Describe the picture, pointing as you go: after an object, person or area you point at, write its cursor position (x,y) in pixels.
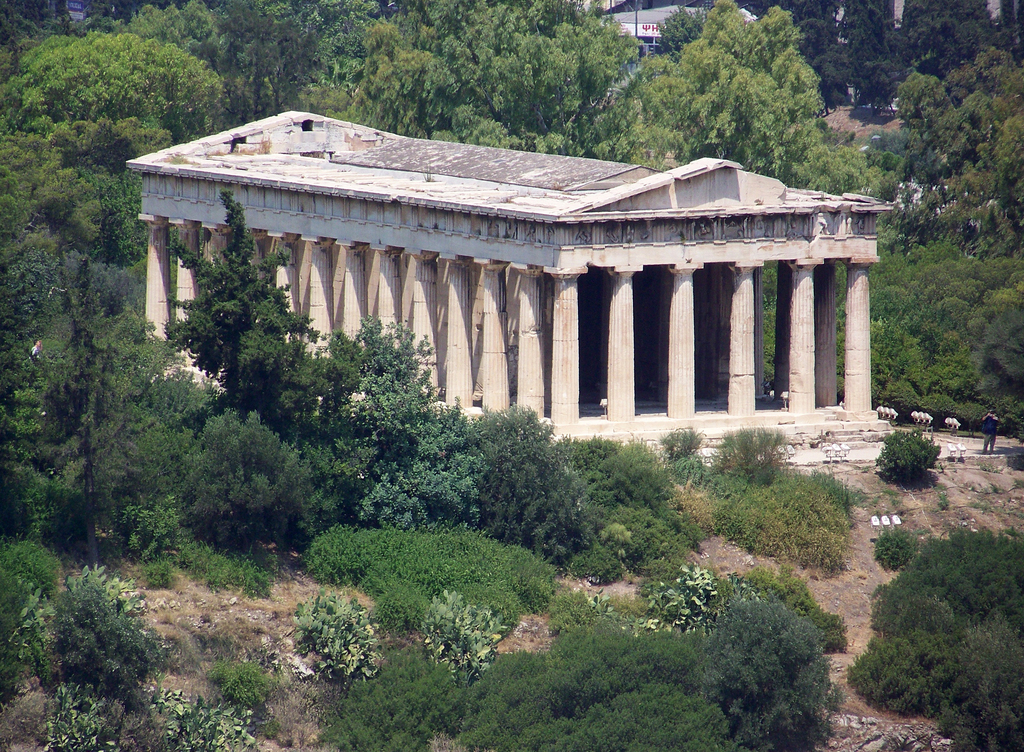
In this image we can see the building (674,207) with pillars (460,316). At the bottom of the image (439,592), plants (337,602) are there on the land (499,645). There are trees (517,88) at the top of the image (709,73).
